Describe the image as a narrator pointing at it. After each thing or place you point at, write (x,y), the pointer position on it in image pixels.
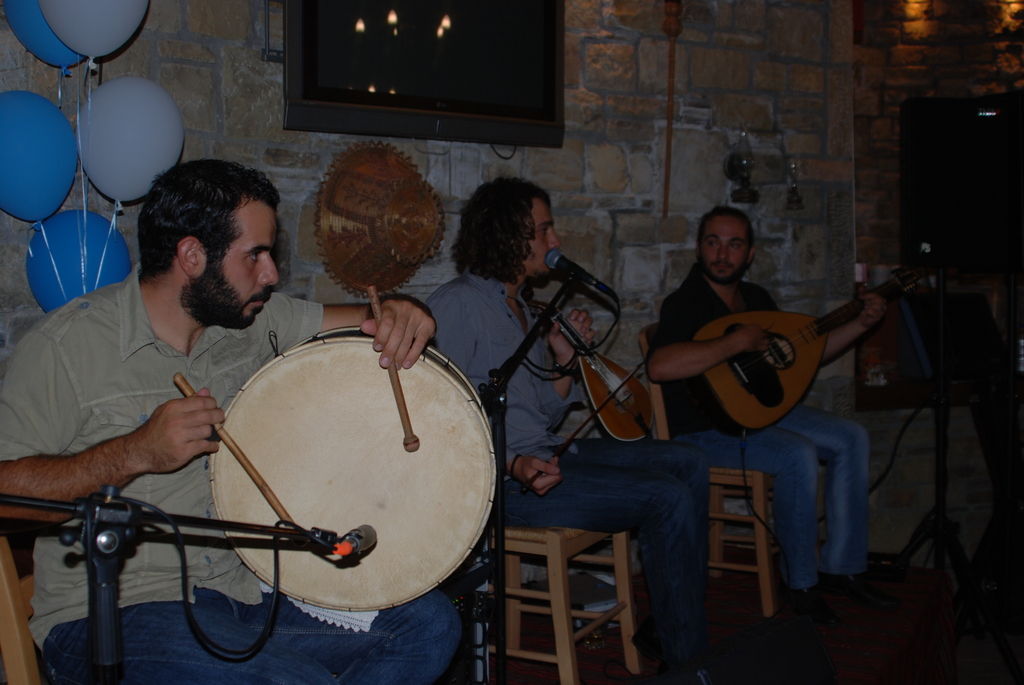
in the middle of the image (527,244) few persons (479,240) are playing some musical instruments (903,280). Behind them there is a wall (248,60), On the wall (577,2) there is a screen (480,94). Top left side of the image (125,90) there are some balloons (70,142).
